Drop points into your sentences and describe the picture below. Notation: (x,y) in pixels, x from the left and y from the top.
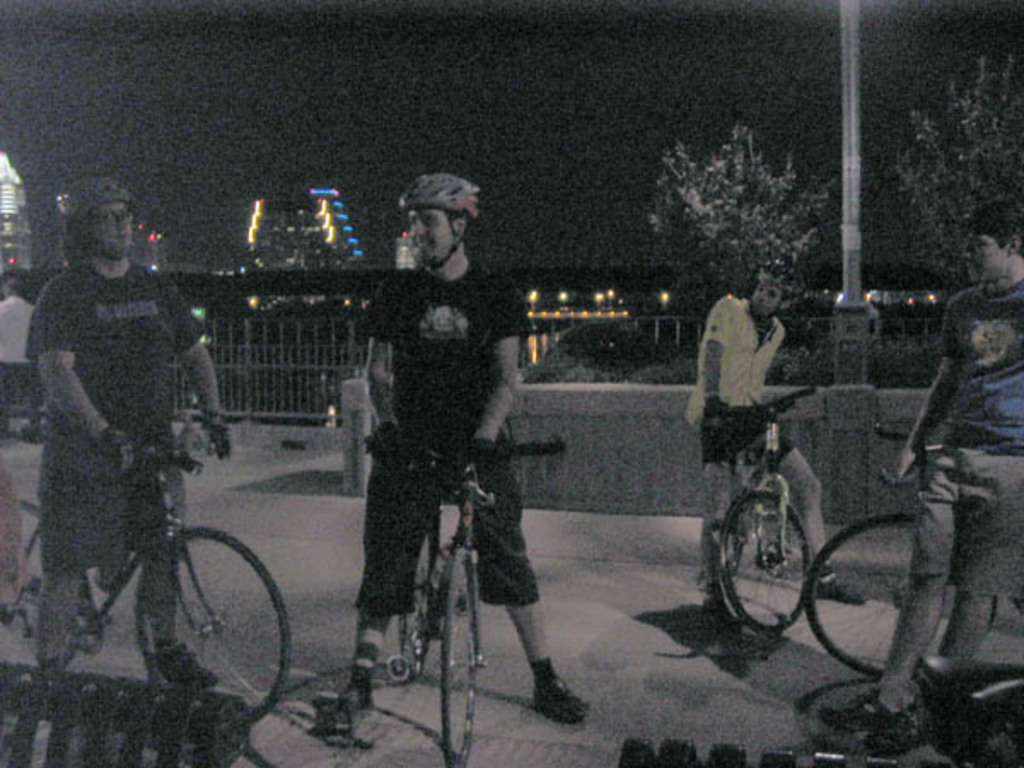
Four men (152,353) are standing with their bicycles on a footpath (401,684).
